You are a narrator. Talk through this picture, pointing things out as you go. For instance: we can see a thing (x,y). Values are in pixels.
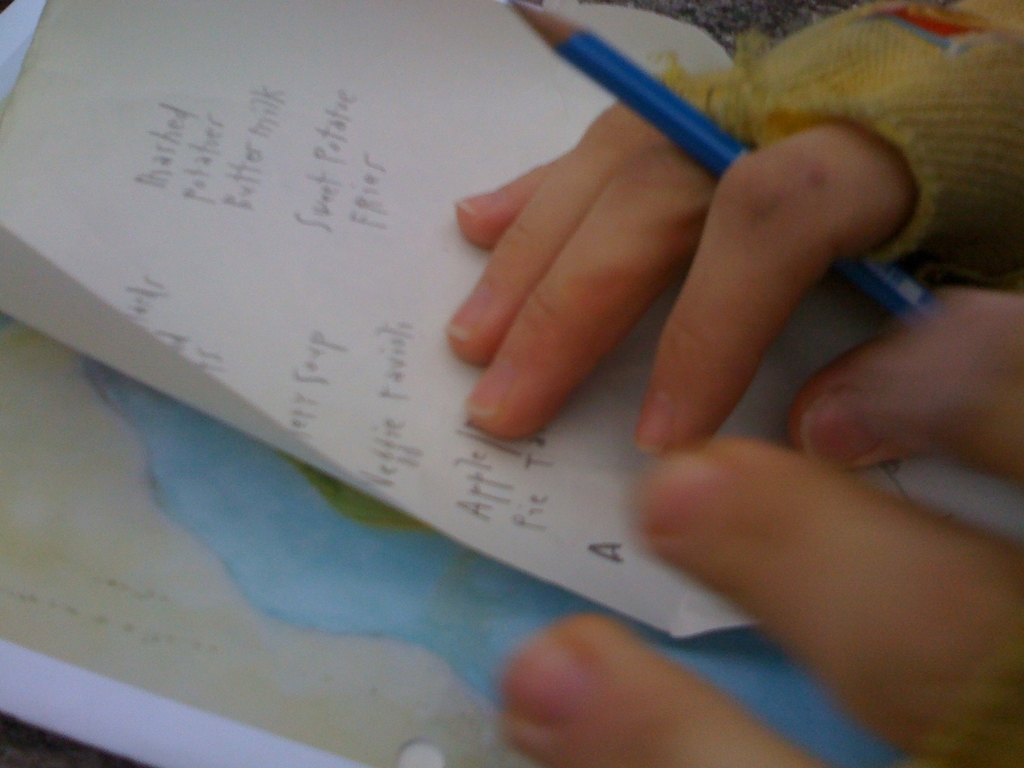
In this image I can see person's hand (722,187) which is holding a pencil (671,128), in the middle (375,339) I can see papers (218,325), on papers (324,222) I can see text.
